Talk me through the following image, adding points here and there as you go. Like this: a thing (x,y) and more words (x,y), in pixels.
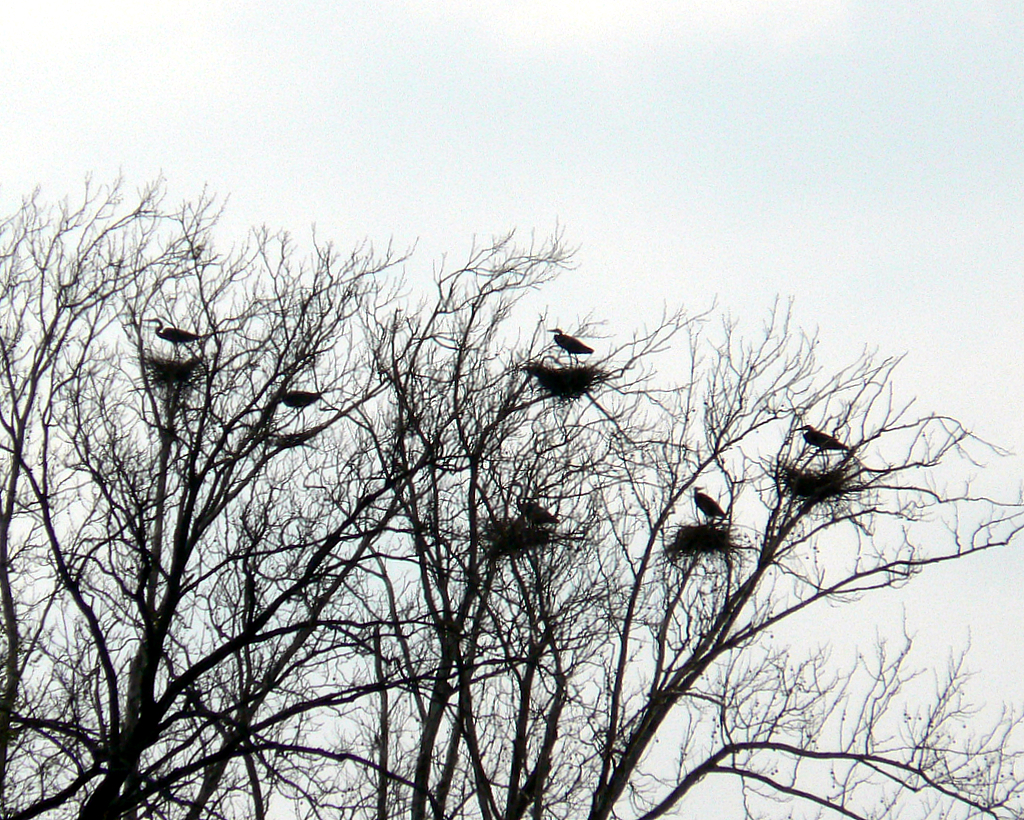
In this image I can see the tree (280,600). On the tree (76,399) I can see the birds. In the back (566,177) there is a sky (635,167).
